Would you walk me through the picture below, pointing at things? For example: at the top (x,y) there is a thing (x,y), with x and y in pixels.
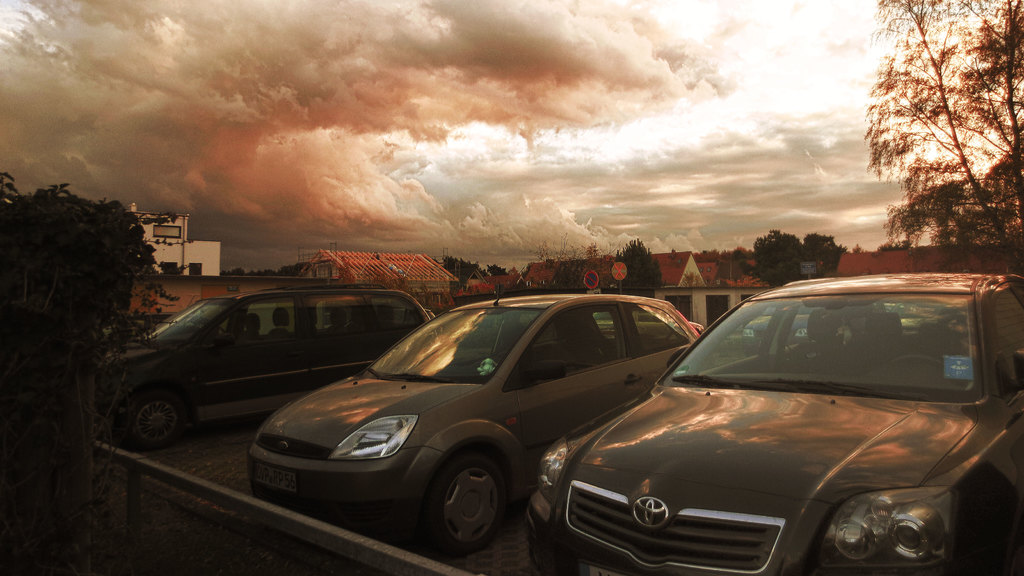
In this image we can see some cars (416,386) placed on the footpath (226,465). We can also see trees (101,262), houses (340,277) with roofs (321,261), sign boards (592,279), pole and the sky (587,199) which looks cloudy.
